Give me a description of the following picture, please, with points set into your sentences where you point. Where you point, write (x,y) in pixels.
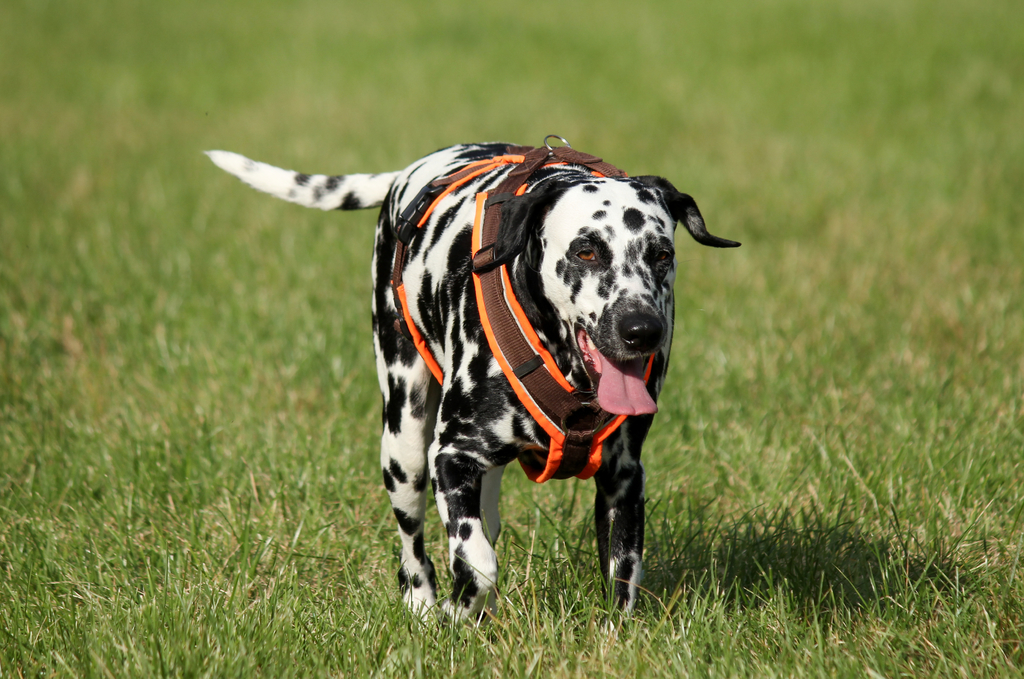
In the center of the image (515,306) we can see a dog (426,394). At the bottom (238,592) there is grass (439,611).
